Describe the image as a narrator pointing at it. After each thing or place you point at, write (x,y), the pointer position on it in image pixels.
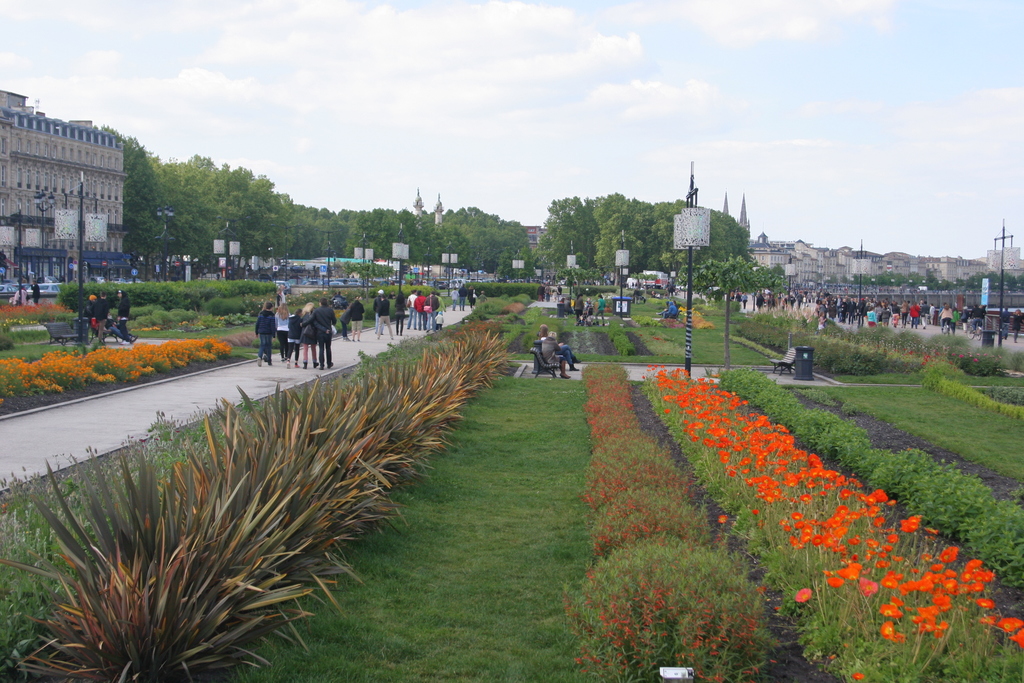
In this image we can see few plants (284,554), grass (529,511), some plants (751,505) with flower (782,496), few people (285,321), some of them are walking on the road (256,382) and some of them sitting on the benches (546,362), there are few poles (677,230) with lights (355,253) and there are few buildings (58,189), trees (210,235) and the sky (741,75) with clouds (491,59) in the background (704,76).
